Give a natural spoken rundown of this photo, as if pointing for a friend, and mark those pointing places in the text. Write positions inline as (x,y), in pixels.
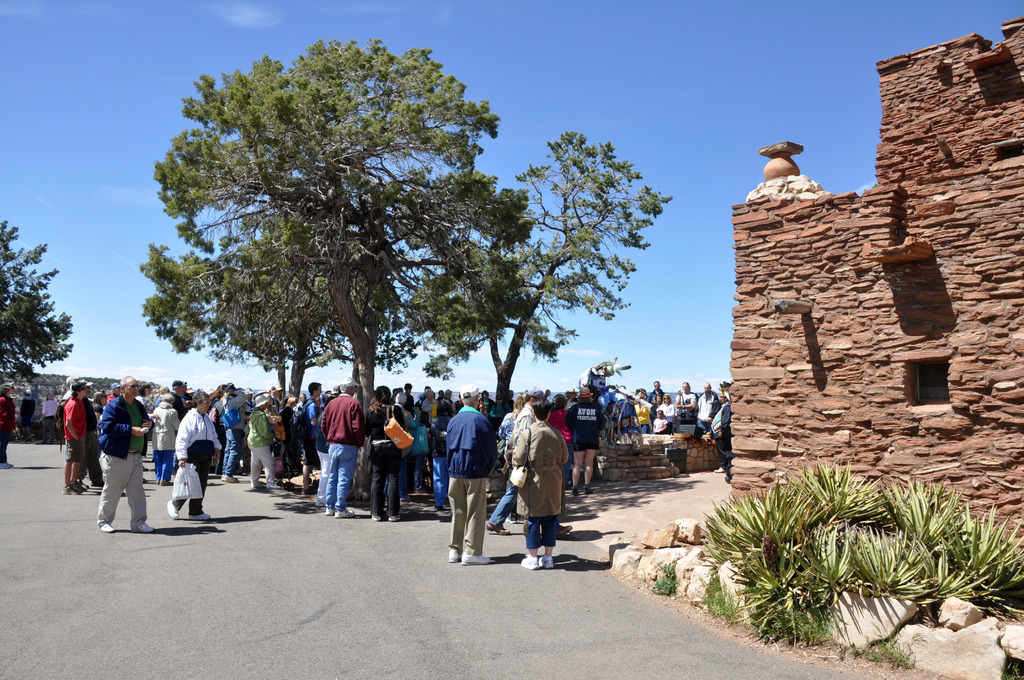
In this image we can see a few people (437,406) standing, among them some people (406,442) are carrying the bags (183,487), we can also see a wall (878,475), there are some plants (830,473), trees (434,369) and we can see the sky (699,269).
